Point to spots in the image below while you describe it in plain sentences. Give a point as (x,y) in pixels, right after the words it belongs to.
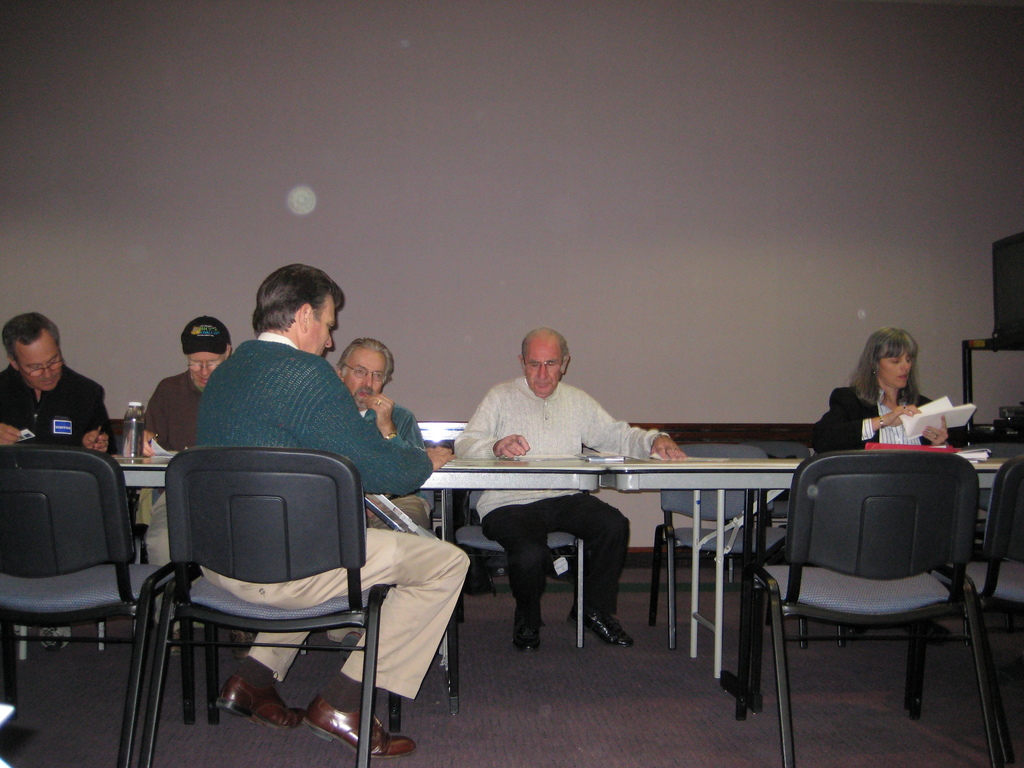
In this image, we can see persons (877,424) wearing clothes (162,401) and sitting on chairs (221,494) in front of tables (682,473). There is an another chair (918,536) in the bottom right of the image (941,584). In the background of the image (578,173), there is a wall (391,75).
